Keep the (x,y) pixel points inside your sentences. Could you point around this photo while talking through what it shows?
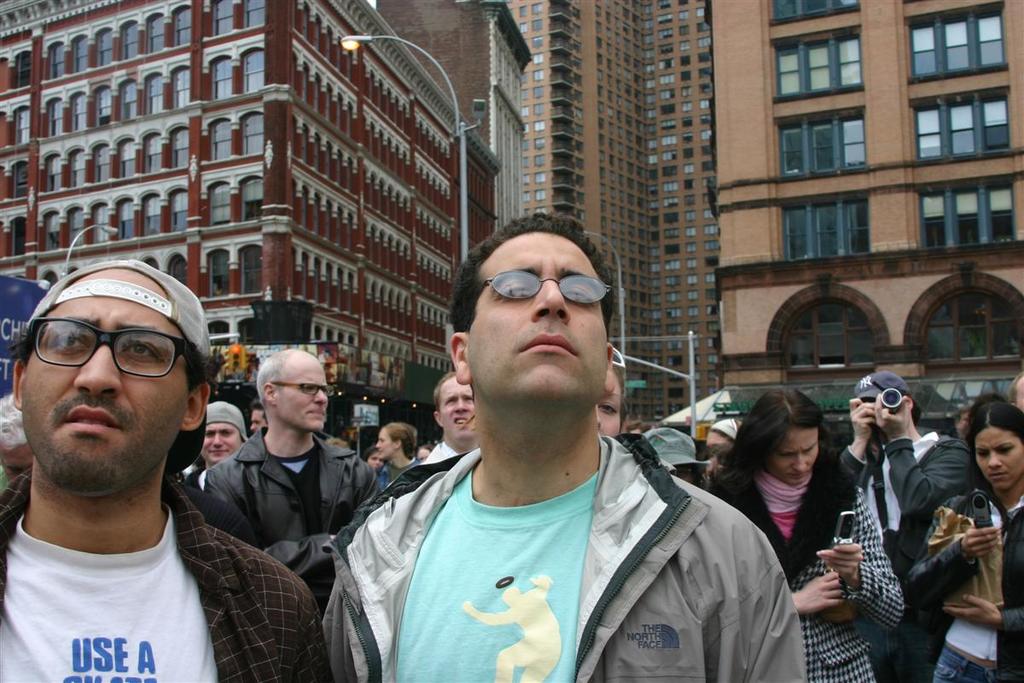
In this image I see number of people (203,668) in which these both women (786,466) are holding phones (978,515) and this person (878,457) is holding a thing (891,403) in his hands (889,417). In the background (391,356) I see the buildings (830,310) and I see the light poles (105,226).
